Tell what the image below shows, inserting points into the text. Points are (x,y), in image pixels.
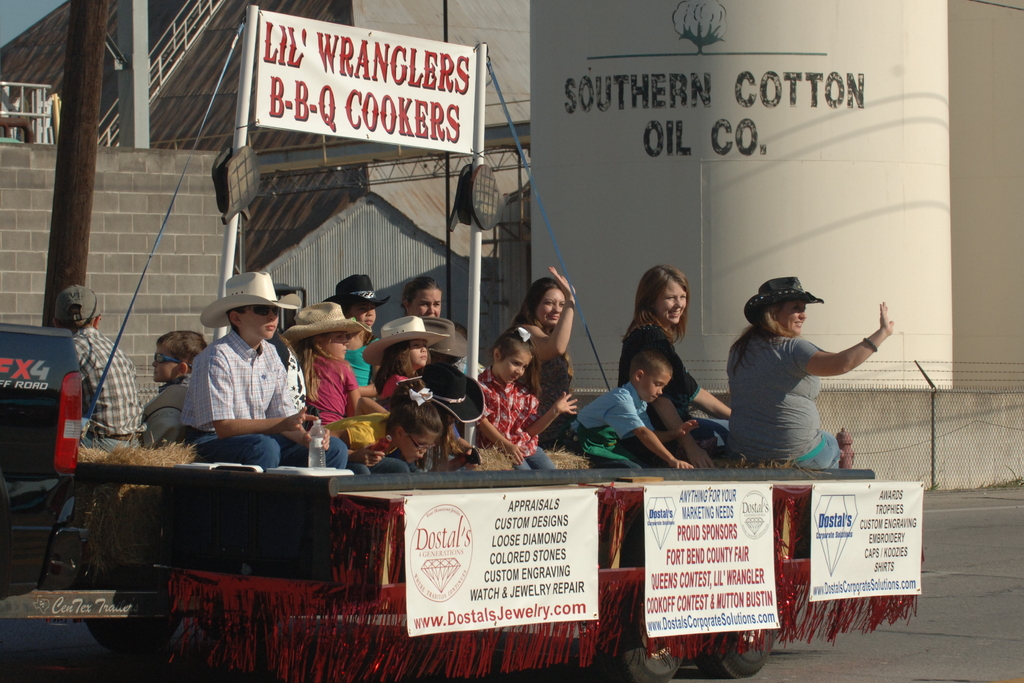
In the picture I can see a few people (359,278) in the middle of the image (537,420). I can see three women (778,350) smiling and two of them are waving their hand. It is looking like a storage tank (863,129) on the right side (895,146). I can see the banner (405,104) and two poles (238,142). In the background (205,167), I can see the wall (202,202) and metal fence (43,114). I can see a wooden pole (74,121) on the left side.
